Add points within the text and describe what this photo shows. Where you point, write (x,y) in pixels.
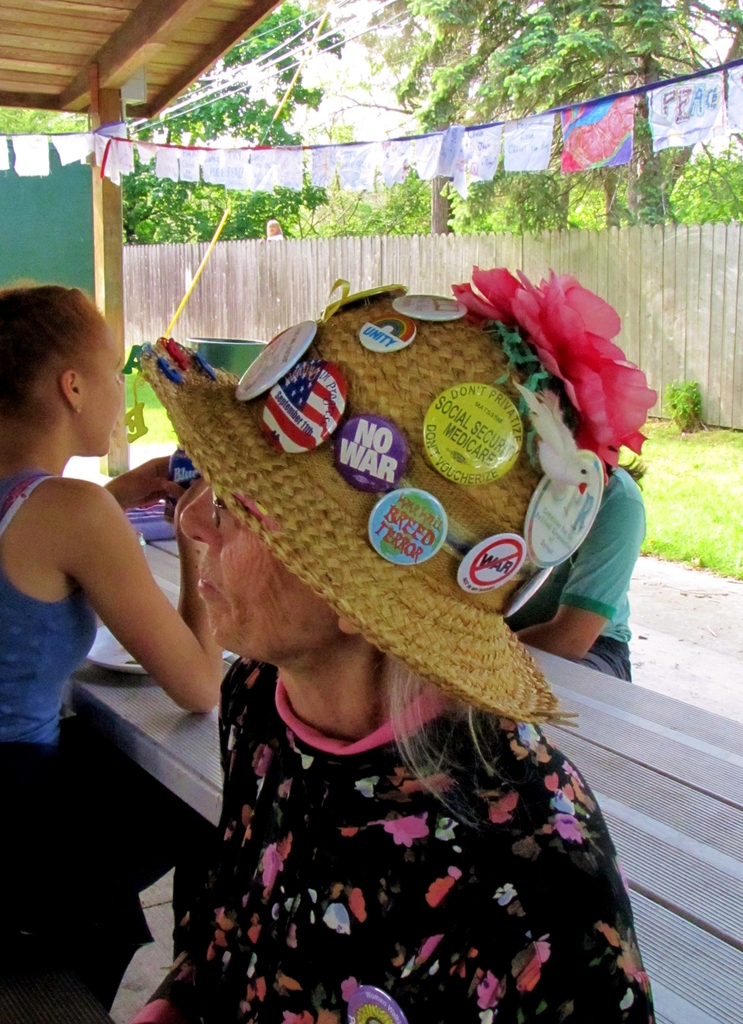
In this image there are people (256,674) sitting on chairs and there is a table (651,922), at the top (148,38) there is a roof (218,28), in the background (264,247) there is a wooden wall (357,239), grassland (680,496) and trees (261,225).
